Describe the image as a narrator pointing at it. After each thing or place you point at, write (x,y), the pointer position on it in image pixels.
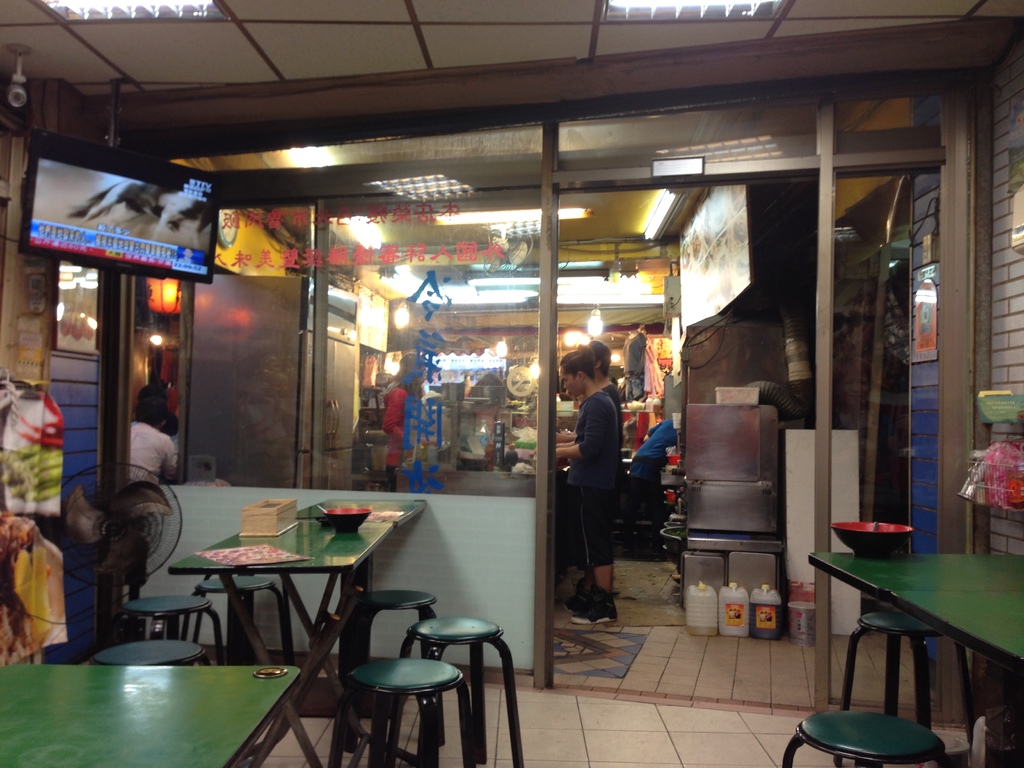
In this picture I can see the tables (854,577) and stools (362,607) in front (322,525) and I see few things (234,560) on the tables (265,538). I can also see a table fan (86,516) on the left side of this image (75,532). On the top left of this image (89,179) I see a TV (73,193). In the background (329,316) I see a store (556,306) and I see few persons (582,369) and I see the lights (484,284) and in the middle of this picture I see few cans (760,613) on the path (686,652). On the top of this image (99,8) I see few more lights (193,5).
